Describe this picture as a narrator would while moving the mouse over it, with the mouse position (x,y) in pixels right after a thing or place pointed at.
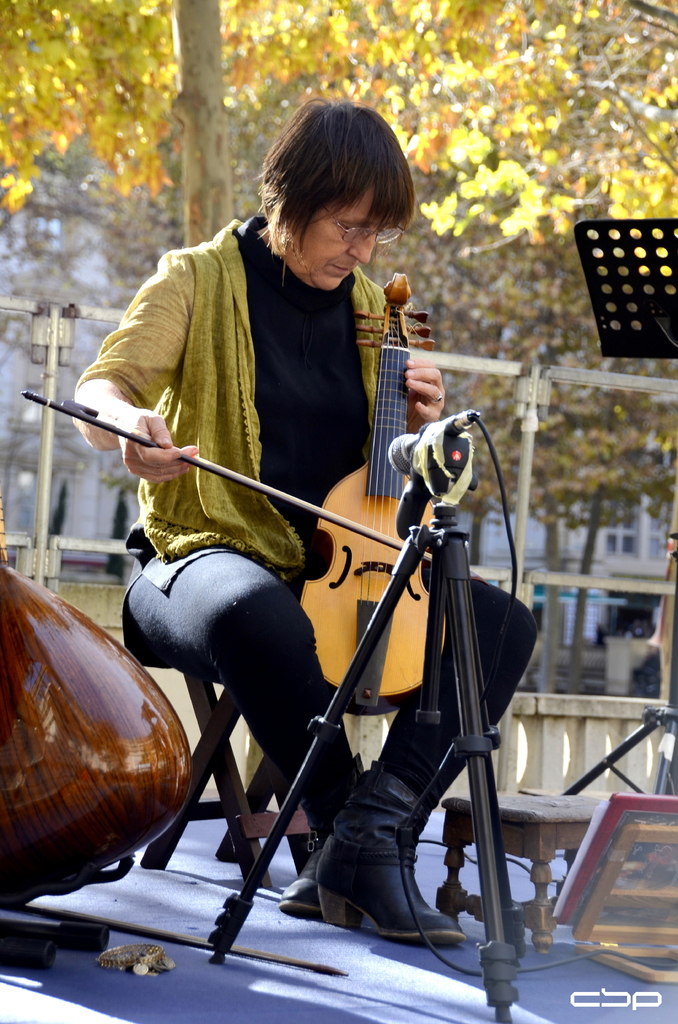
In the middle of the image (312,379) a woman (360,139) is sitting on a chair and playing string instrument (402,428), Behind her there is a tree (413,140). In the middle of the image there is a microphone (454,428).
